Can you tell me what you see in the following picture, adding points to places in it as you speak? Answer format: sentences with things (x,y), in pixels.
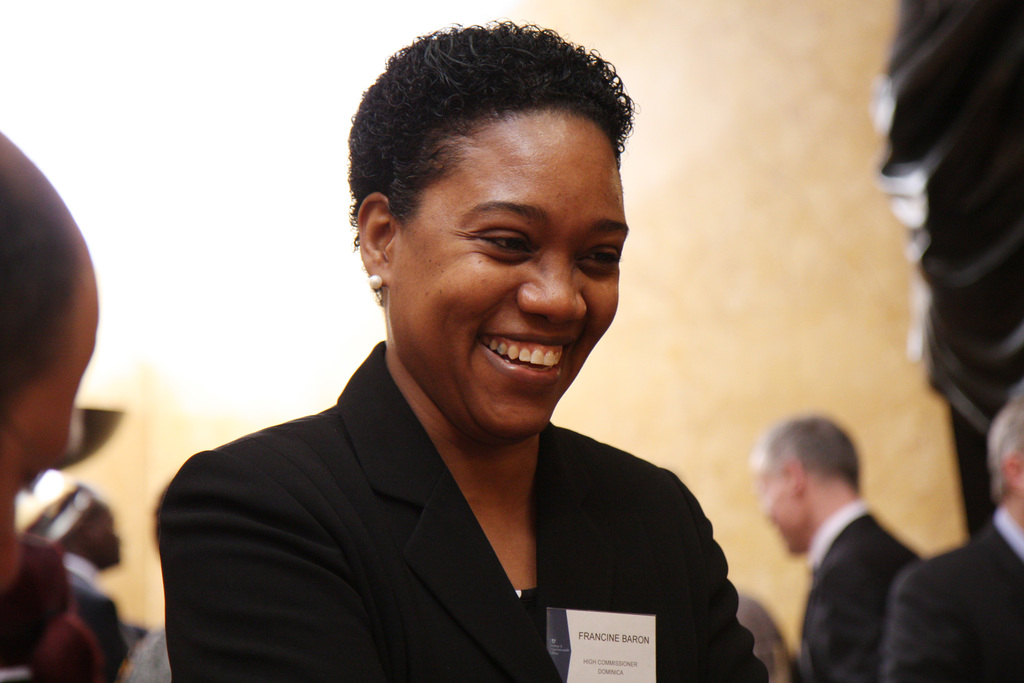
In the picture we can see a woman (585,477) standing and laughing and she is in a black color blazer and behind her we can see two people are also in a blazer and shirts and behind them we can see a wall (735,187).
